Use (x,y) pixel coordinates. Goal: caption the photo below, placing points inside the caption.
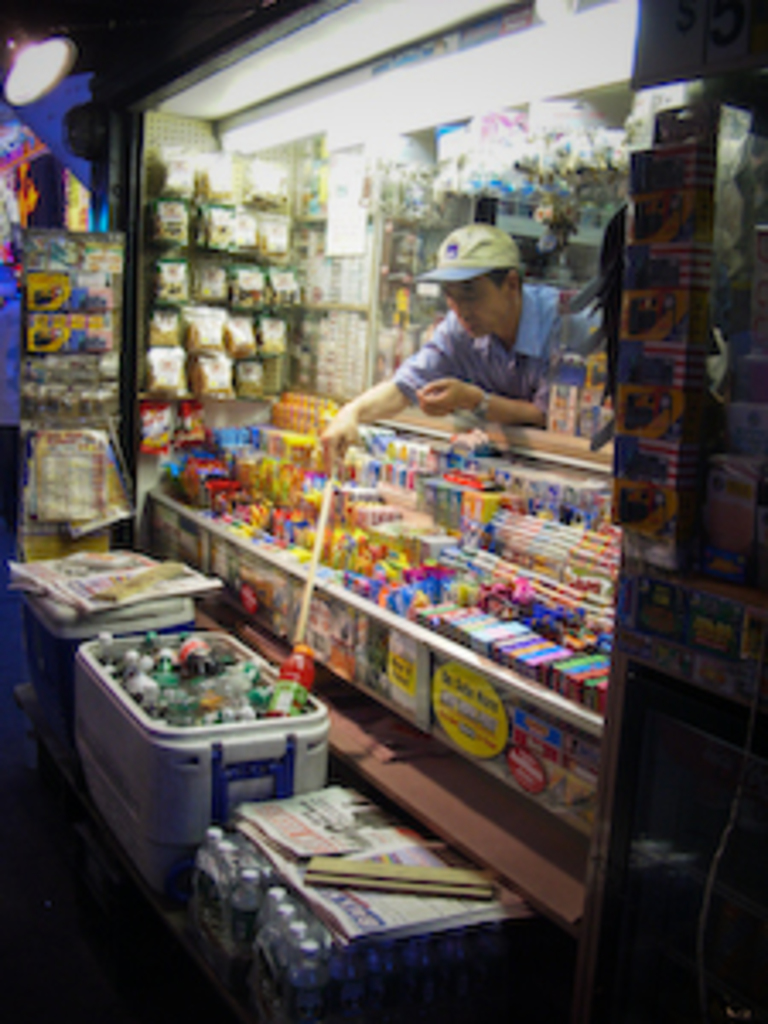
In this image we can see a man (472,315) is holding a stick (301,634) in his hand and standing at the table (444,452) in the store (281,510). We can see packets (370,590) on the platform (369,607), water bottles (154,697) in a box (246,759), papers (318,841) on the bottles (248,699) and box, packets (293,503) on the platform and lights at the top (259,58).
